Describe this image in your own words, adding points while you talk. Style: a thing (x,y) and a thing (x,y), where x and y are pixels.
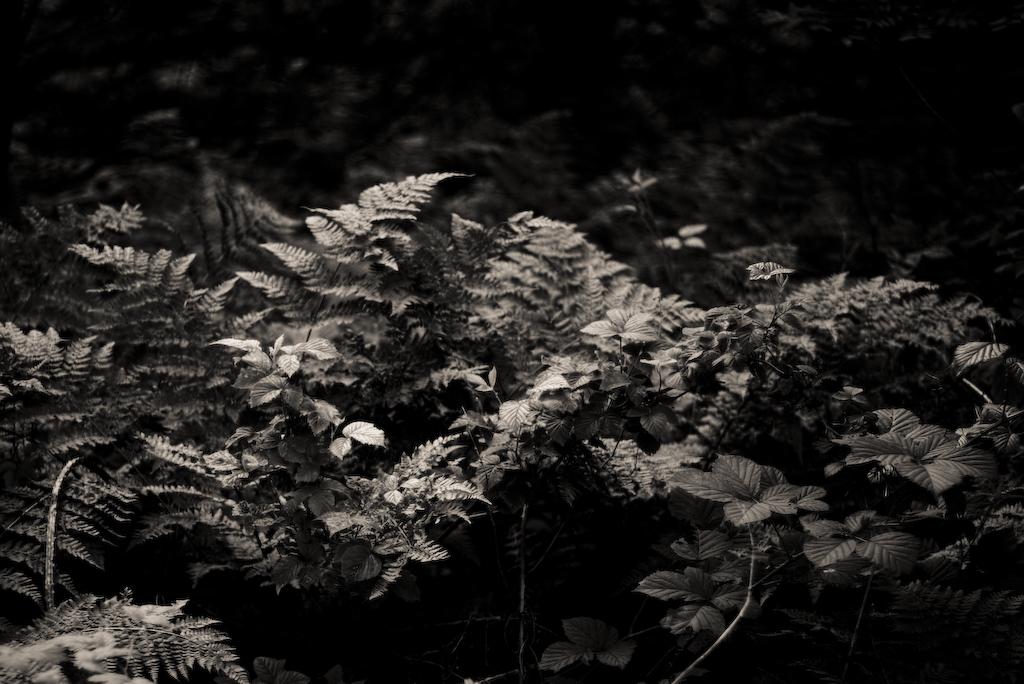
In this image, we can see plants (428,466).
